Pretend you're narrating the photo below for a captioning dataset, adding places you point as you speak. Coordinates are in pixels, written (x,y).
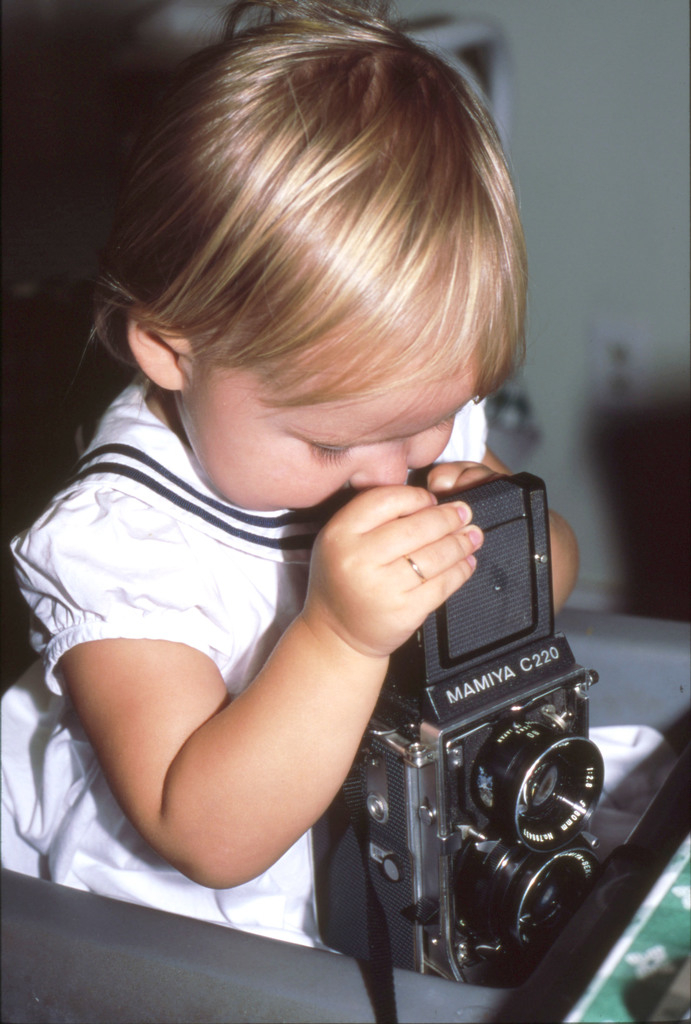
A baby girl (119,558) with frock (156,605) is holding a camera (401,733) in her hand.
